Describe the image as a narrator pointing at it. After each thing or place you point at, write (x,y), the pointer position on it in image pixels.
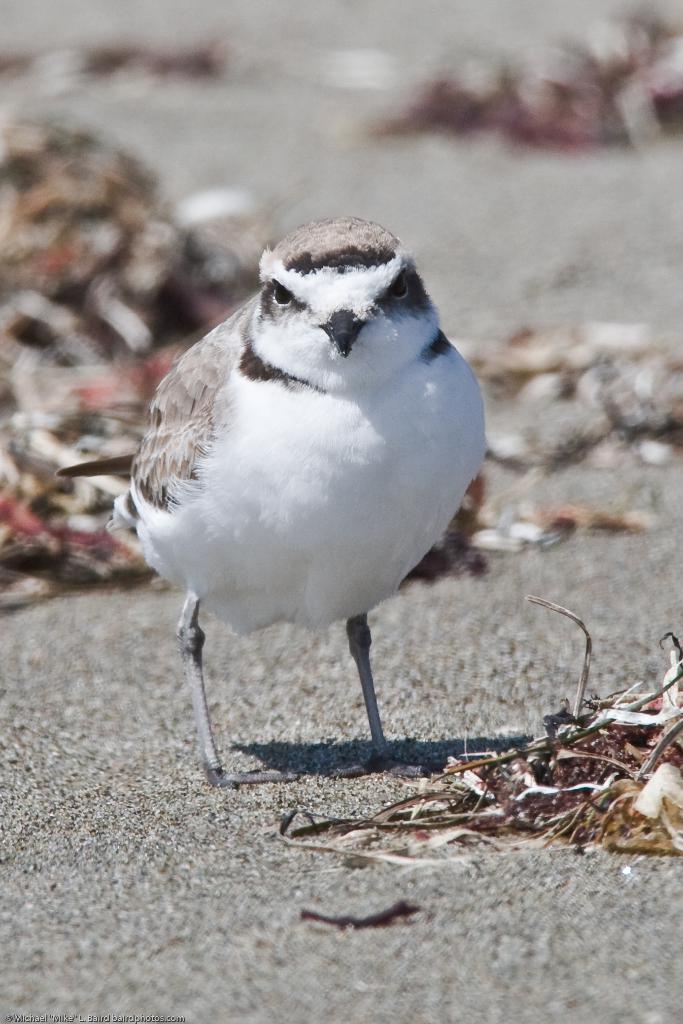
In this picture I can see there is a bird (431,462) and there are twigs (590,754) and dry leaves (526,774) on the floor (282,810).
